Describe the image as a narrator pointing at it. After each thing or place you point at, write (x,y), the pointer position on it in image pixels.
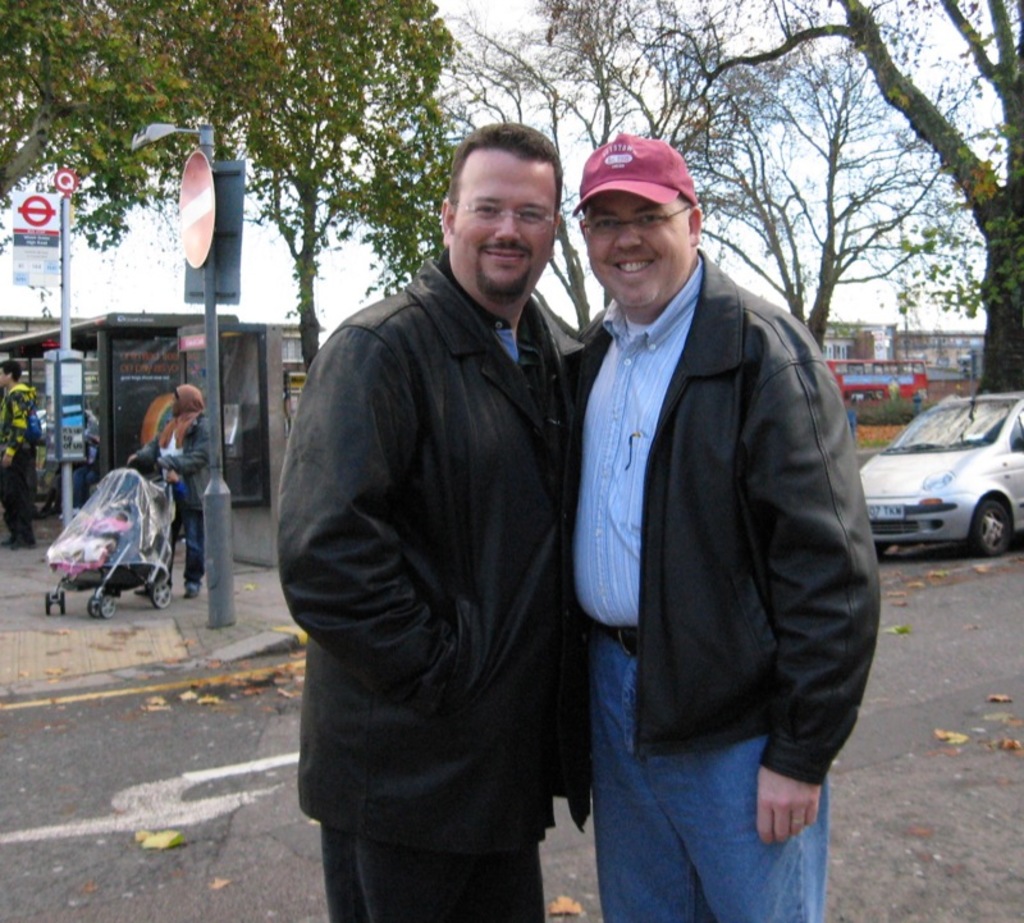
In this image there are people (617,705) standing. There is a road (311,890). There are vehicles (1001,524). We can see many trees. There are other people (190,549) on the footpath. There is sky (880,293).
